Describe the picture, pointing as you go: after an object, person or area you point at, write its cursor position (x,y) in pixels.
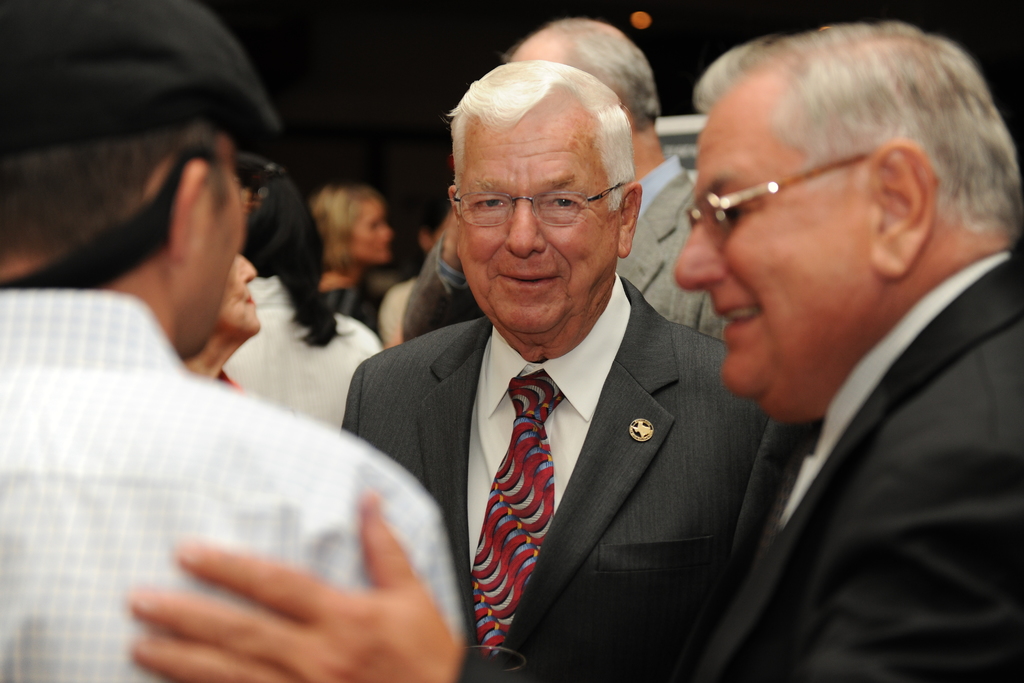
In this picture there is an old man (541,270) who is standing in the center of the image (502,258) and there are other people (367,206) in the image.
